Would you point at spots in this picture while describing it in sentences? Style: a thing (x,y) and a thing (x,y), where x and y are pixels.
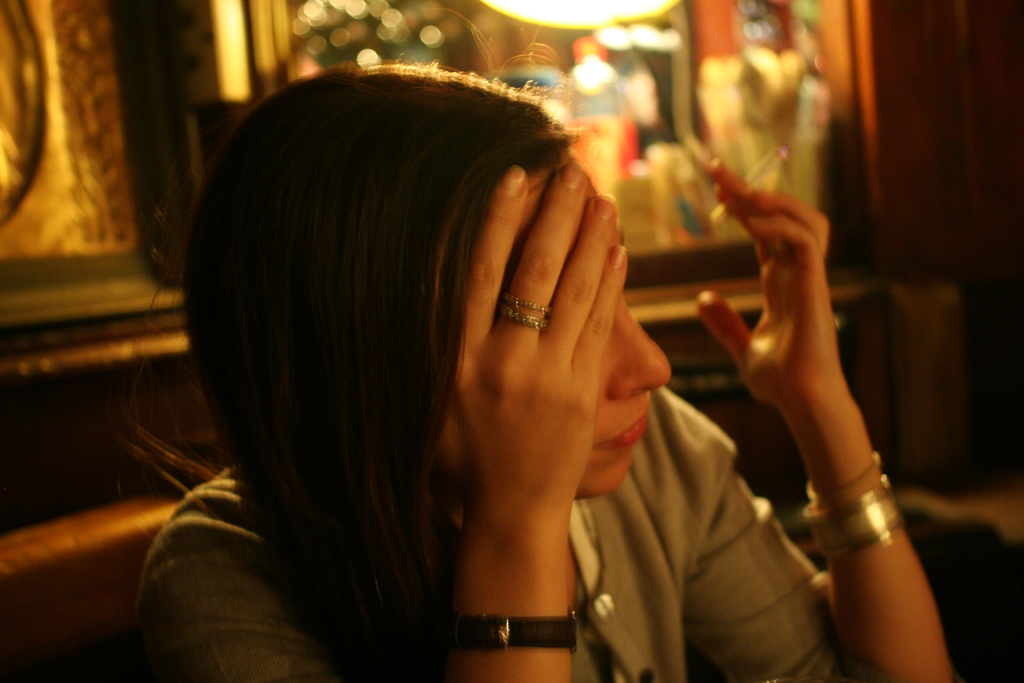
In the image we can see a woman (640,525) wearing clothes (676,611), wristwatch (571,620), bracelet (828,516) and a finger ring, in her hand (747,206) there is a cigarette (752,176) and the background (133,77) is blurred.
